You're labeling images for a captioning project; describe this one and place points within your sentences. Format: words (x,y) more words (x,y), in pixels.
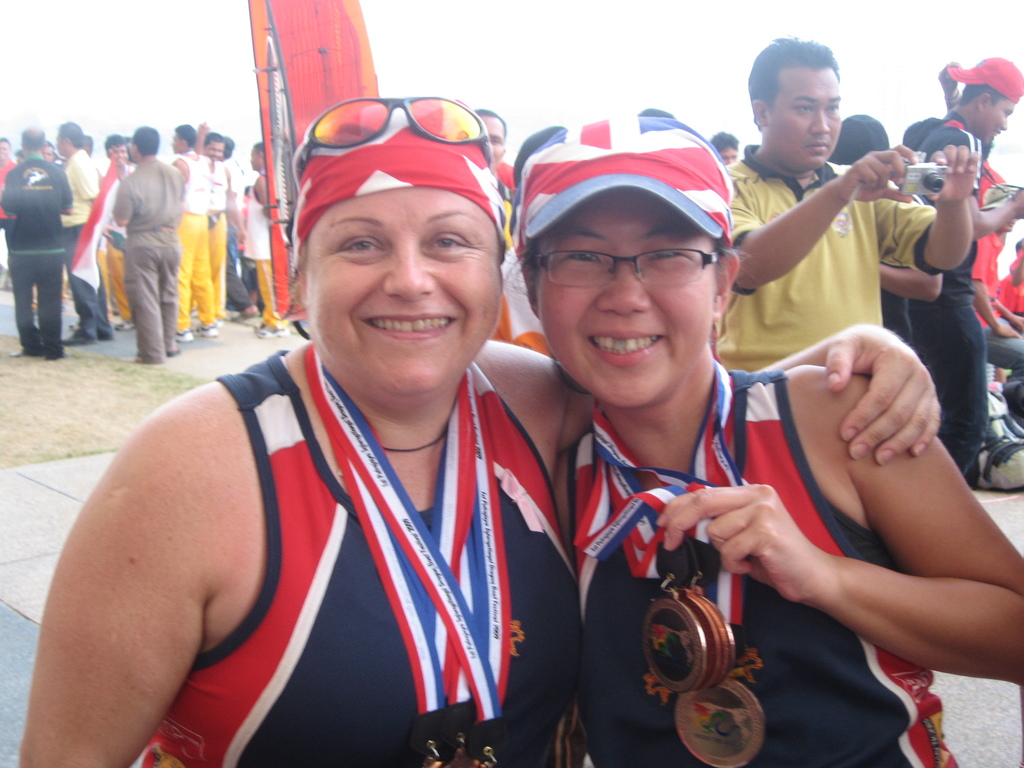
In this image we can see two persons (369,534) are standing, and smiling, she is holding a medals (601,555) in the hand (754,529), at the back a man (747,276) is standing and holding camera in the hands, here there are group of people (255,200) standing, here is the grass (45,408).
